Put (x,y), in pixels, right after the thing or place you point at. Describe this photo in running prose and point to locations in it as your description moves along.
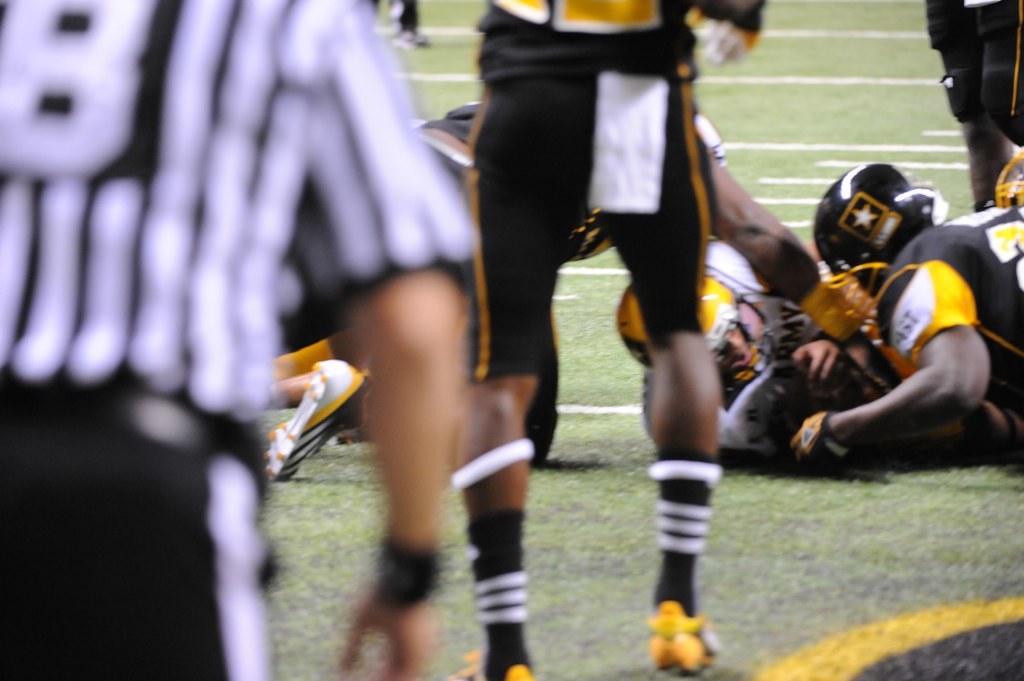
On the left (184,248) there is an official (220,266). In the middle of the picture (504,228) we can see people (637,229) playing football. In this picture there is a football ground (850,70). At the top (410,20) we can see a person's legs (405,25).
